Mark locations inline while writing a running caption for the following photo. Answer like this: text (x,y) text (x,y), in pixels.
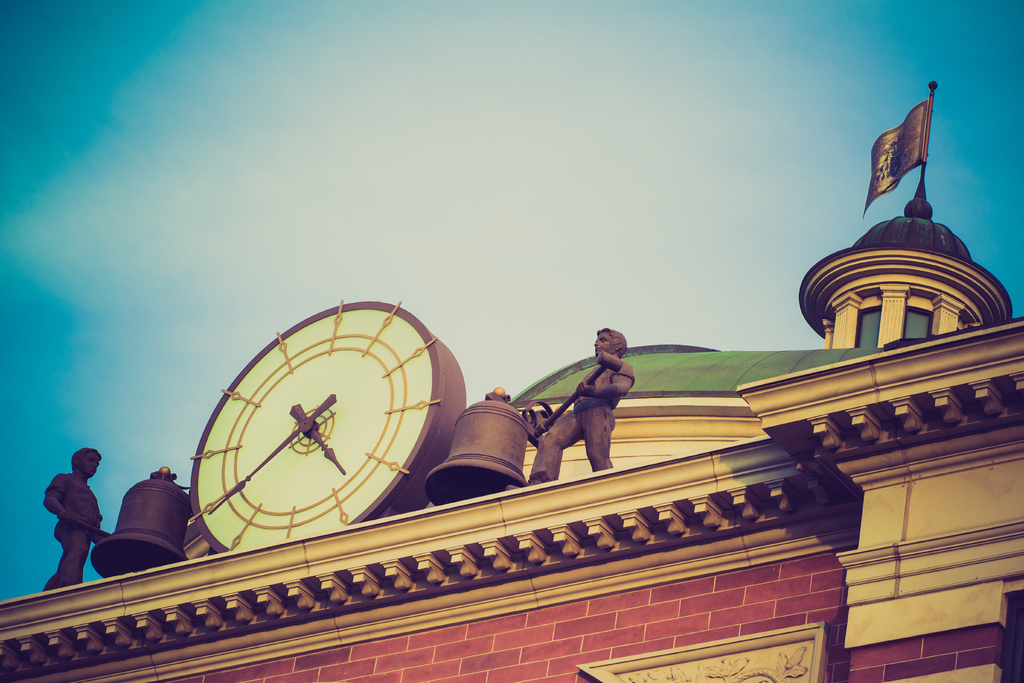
We can see statues (591,462), in between these two statues (55,502) we can see clock (413,451) and bells (501,407). We can see wall (767,576), flag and sky (802,242).
